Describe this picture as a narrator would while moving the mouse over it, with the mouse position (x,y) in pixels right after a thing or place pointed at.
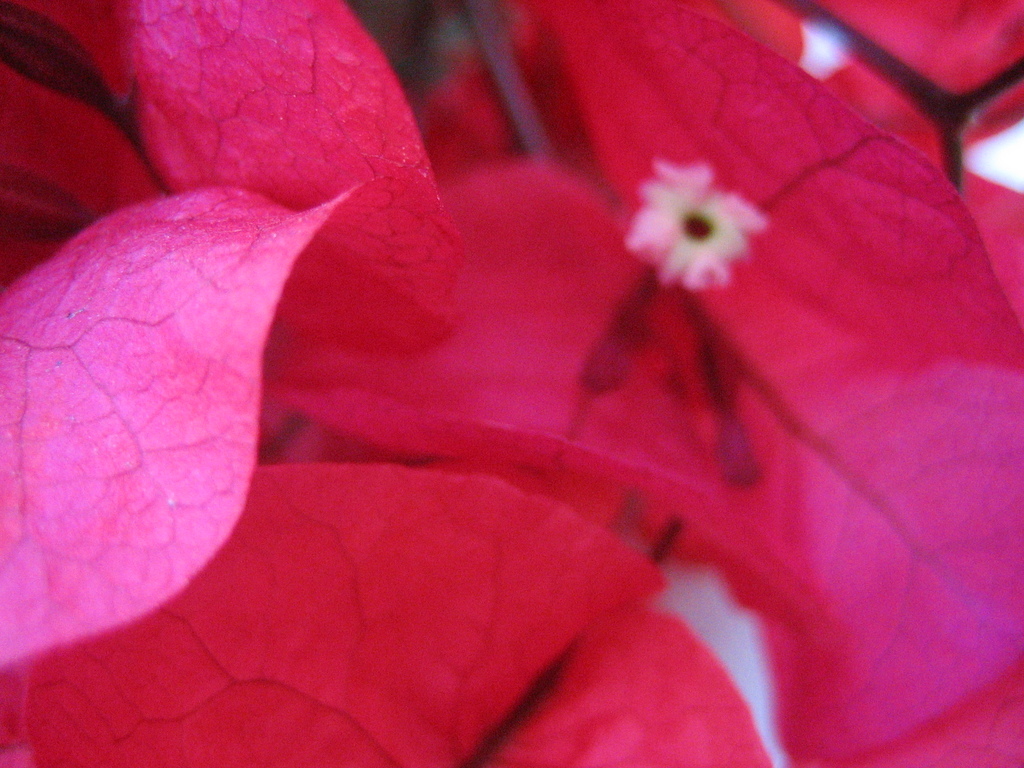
In this picture I can see pink color leaves (638,431) and a flower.
